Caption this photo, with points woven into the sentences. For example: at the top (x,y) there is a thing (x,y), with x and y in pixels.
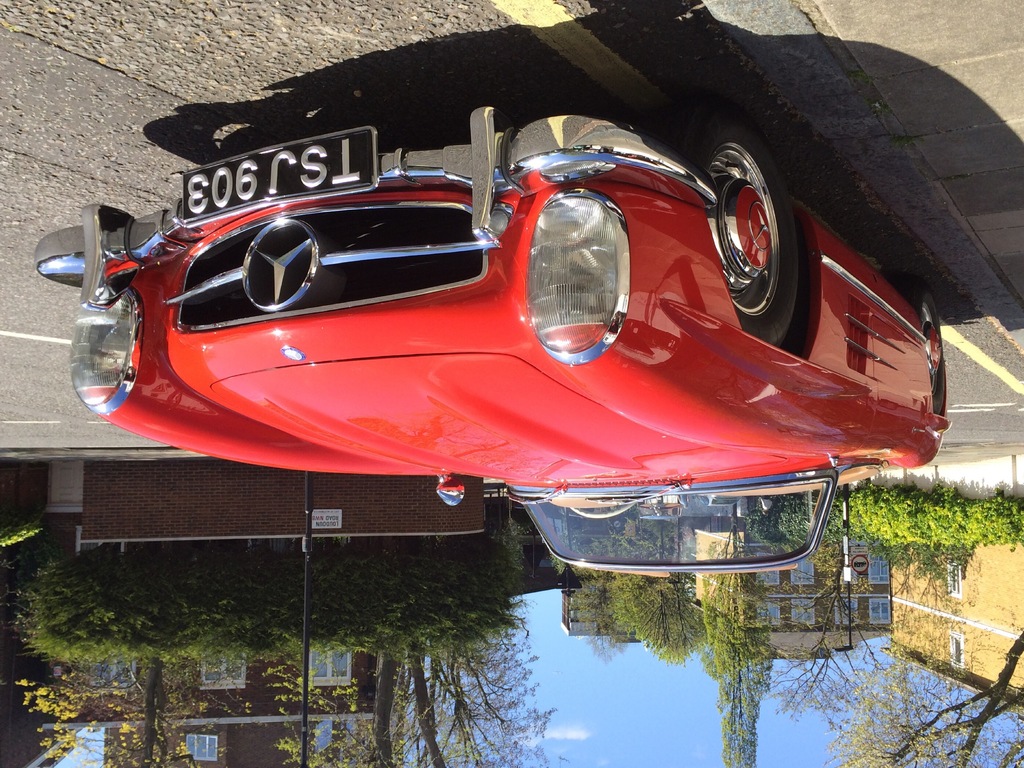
This is a reverse image where we can see there is a car (769,562) on the road (143,110) and beside that there are so many buildings (6,760) and trees (121,643).
